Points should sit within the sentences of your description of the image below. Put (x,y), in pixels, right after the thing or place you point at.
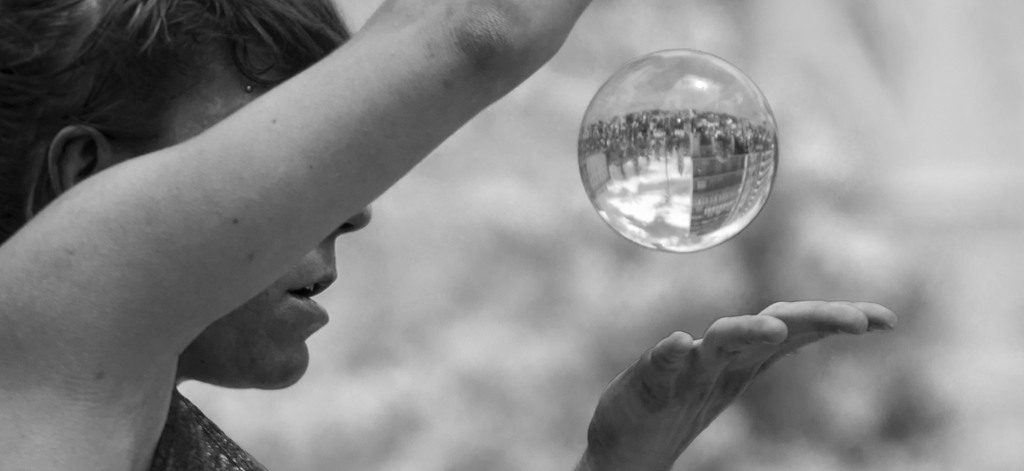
In this image I see a person (166,16) and I see the hands (749,353) and I see a round thing (741,186) over here and it is blurred in the background (800,354) and I see that this is a black and white image.
